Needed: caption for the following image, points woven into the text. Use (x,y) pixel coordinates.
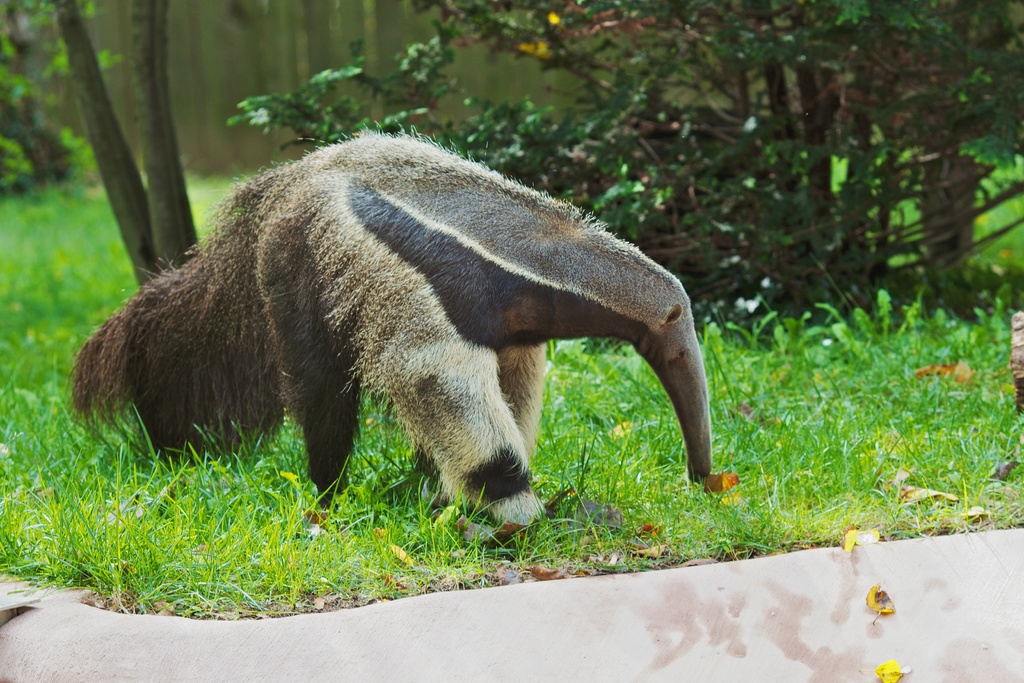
In the image there is an animal (222,331) grazing the grass (366,434) and behind the animal (223,217) there are few trees (593,124) and grass (103,319).
